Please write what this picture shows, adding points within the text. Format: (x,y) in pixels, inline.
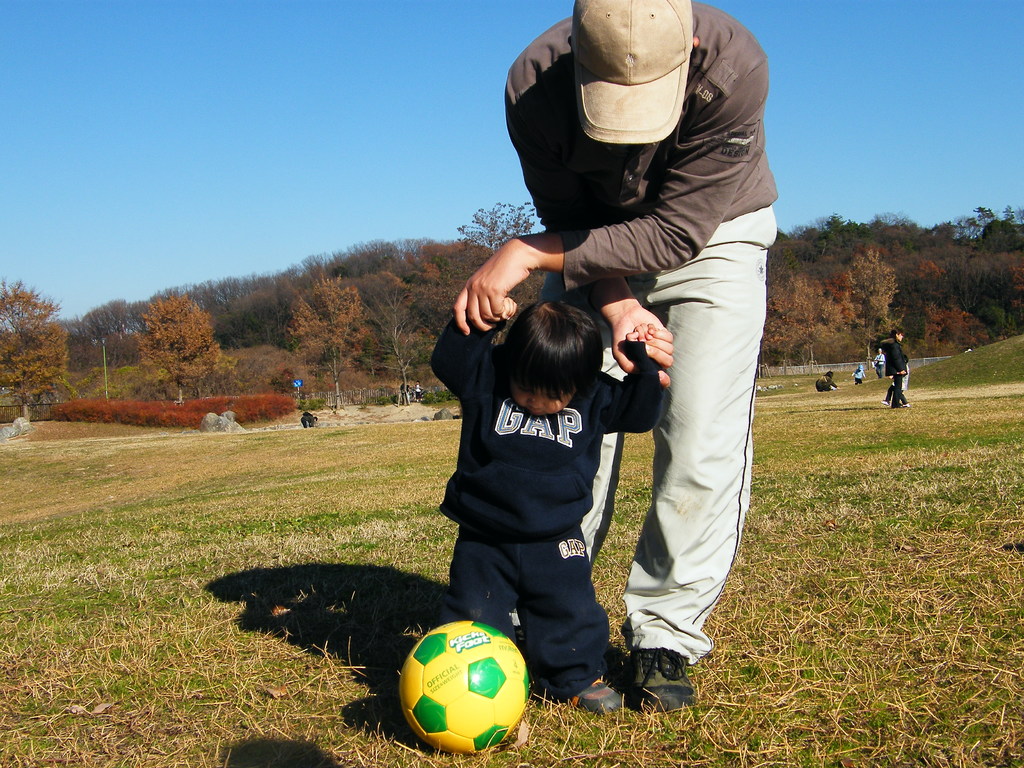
In the center of the image (552,463) there is a person (622,195) and kid (570,443) with football (511,661). In the background (864,320) there are trees (395,314), persons (884,362), wall (830,374), grass (824,395) and sky (848,115).
